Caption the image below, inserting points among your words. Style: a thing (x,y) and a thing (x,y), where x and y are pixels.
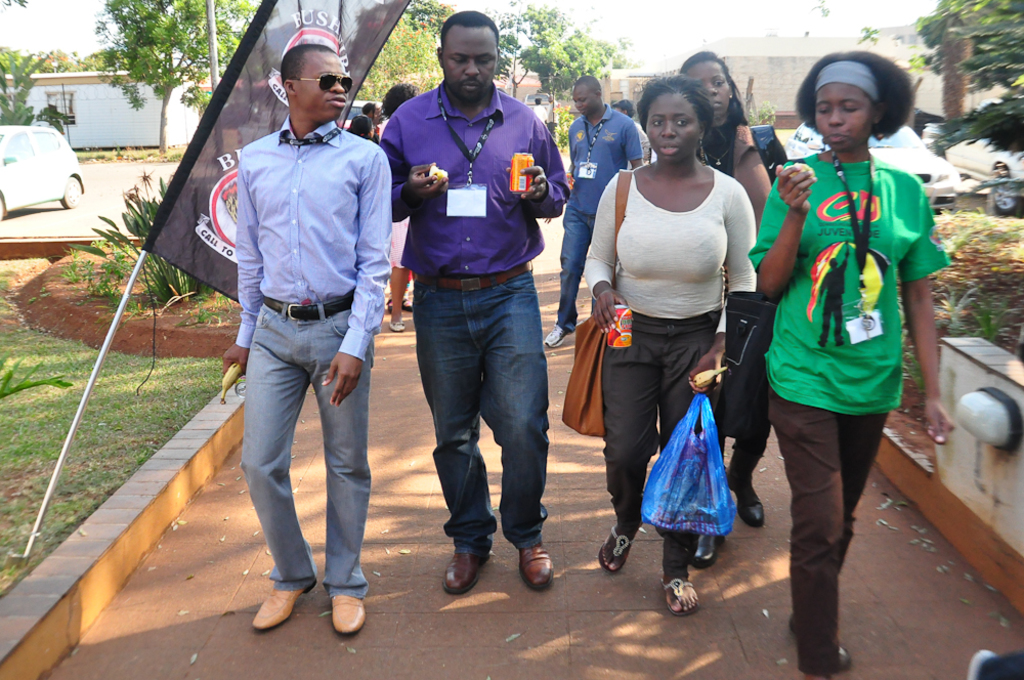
In this image we can see the people (483,223) walking on the ground (546,624) and holding objects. And we can see the vehicles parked on the ground (90,217). And there are trees (158,63), grass (69,341), flag (365,76), wall (93,126) and sky (633,8).
